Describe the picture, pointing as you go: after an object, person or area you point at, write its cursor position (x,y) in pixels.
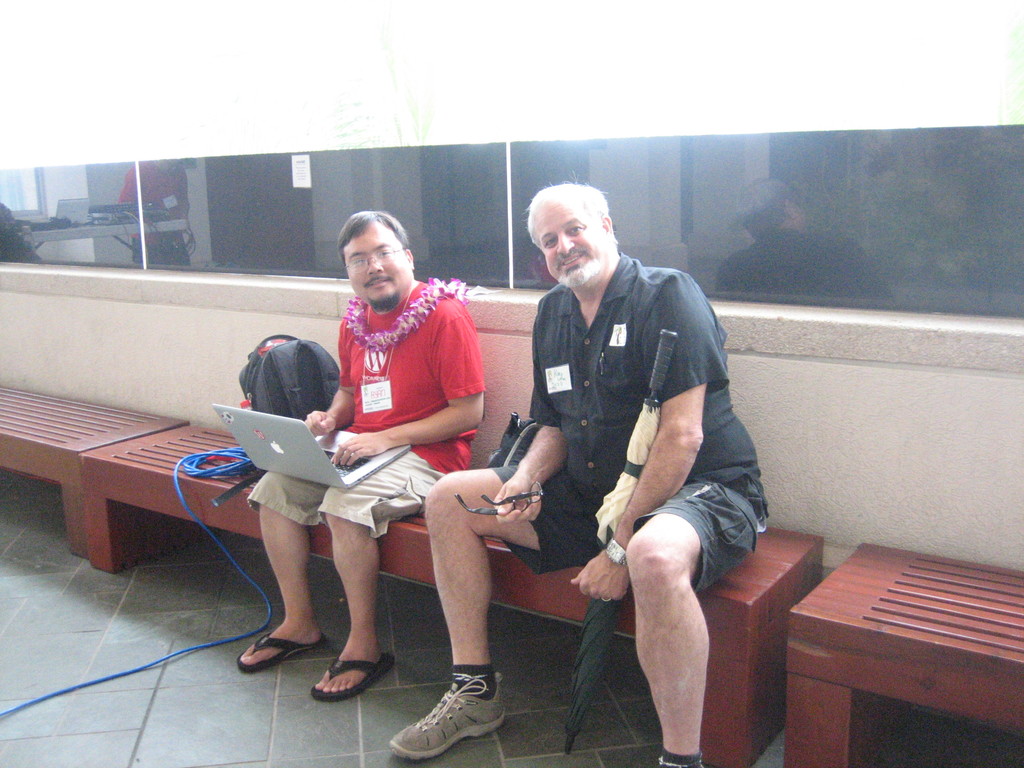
In this image there are two people (539,411) sitting on the bench (109,465) where one person (620,552) is holding the umbrella (605,540), specs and the other person (322,497) is holding the laptop (354,467). Beside them there is a bag (499,457). There is a rope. There are benches (123,440). At the bottom of the image (177,713) there is a floor (217,728). Behind them there is a glass wall (490,275).
